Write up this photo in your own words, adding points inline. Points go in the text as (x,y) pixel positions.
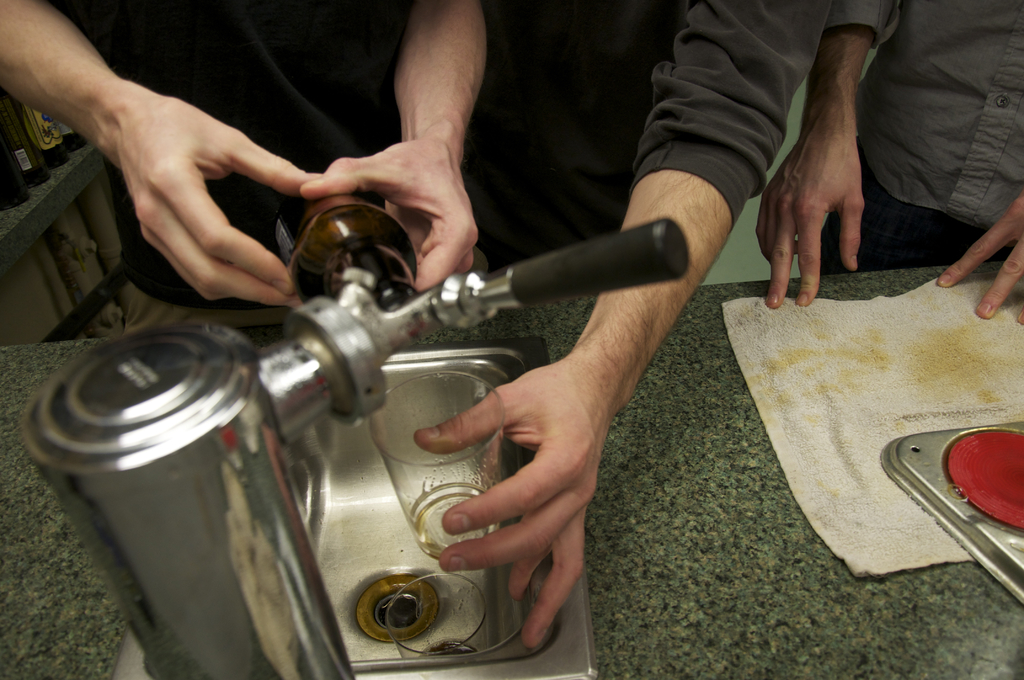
In this picture we can see a white napkin (795,435), a sink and a tap (157,358) on the platform (795,638). We can see people (201,174) holding some things (331,223) in their hands (276,172).
